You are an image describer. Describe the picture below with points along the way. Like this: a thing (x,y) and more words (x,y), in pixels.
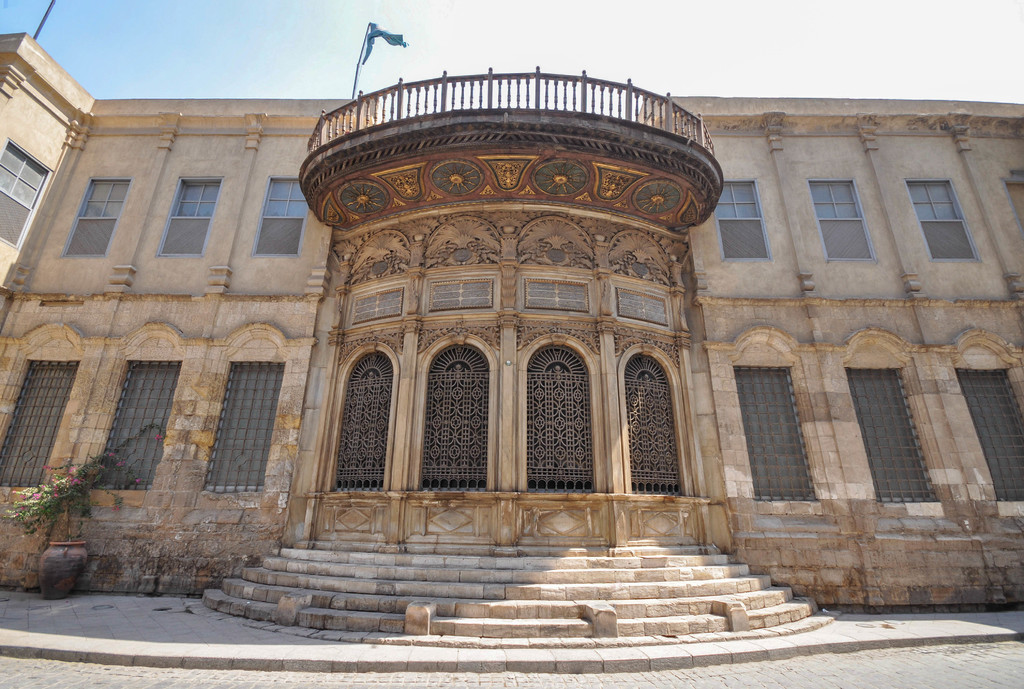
In this picture we can see a building (449,408), on the left side of the image (57,488) we can find a plant (63,509).
